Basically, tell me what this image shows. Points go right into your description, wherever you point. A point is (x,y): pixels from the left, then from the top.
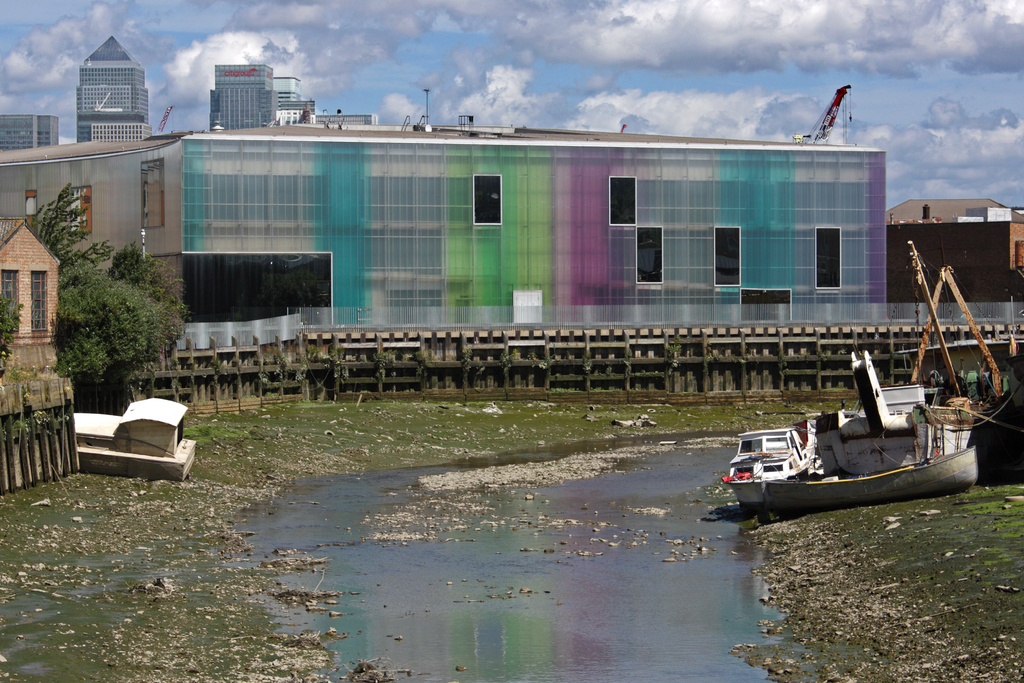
This is an outside view. At the bottom (467,625), I can see the water (395,579) on the ground (117,554). On the right side (891,449) there are few boats (800,436) on the ground (965,578). In the background (477,240) there are few buildings (250,250) and trees (122,294). At the top of the image (527,37) I can see the sky (545,37) and clouds (594,32).
